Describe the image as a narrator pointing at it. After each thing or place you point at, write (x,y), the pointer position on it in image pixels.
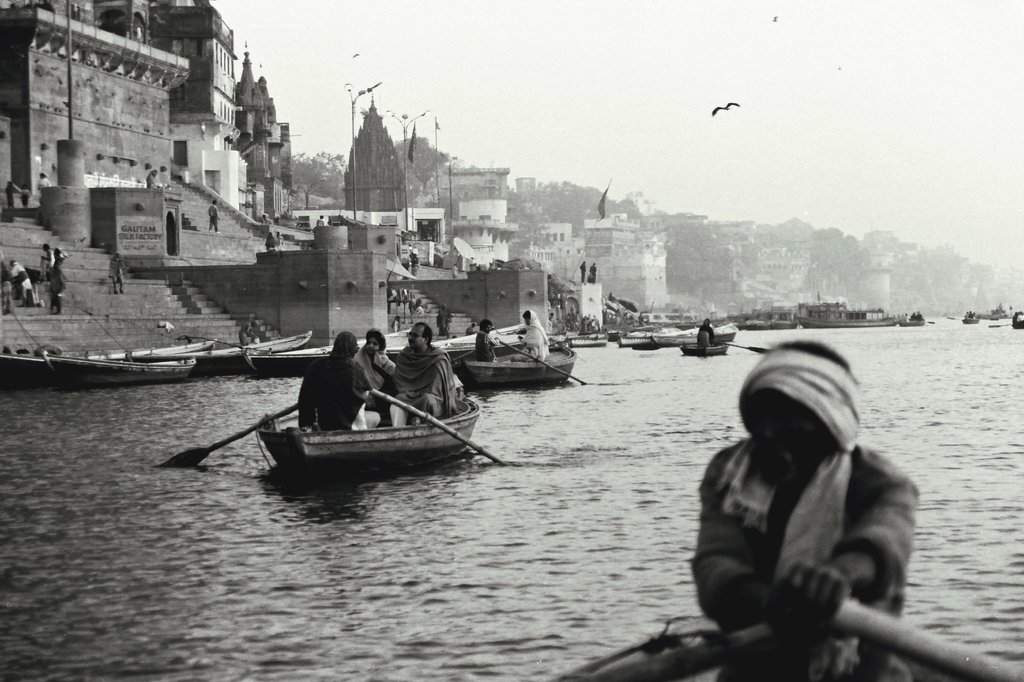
In this image we can see some group of persons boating on river (644,414), on left side of the image (211,225) there are some persons (30,272) standing and sitting on stairs (94,263) and in the background of the image (494,198) there are some houses (593,230), temple (352,196), trees (590,207) and top of the image (617,129) there is clear sky (617,129).
